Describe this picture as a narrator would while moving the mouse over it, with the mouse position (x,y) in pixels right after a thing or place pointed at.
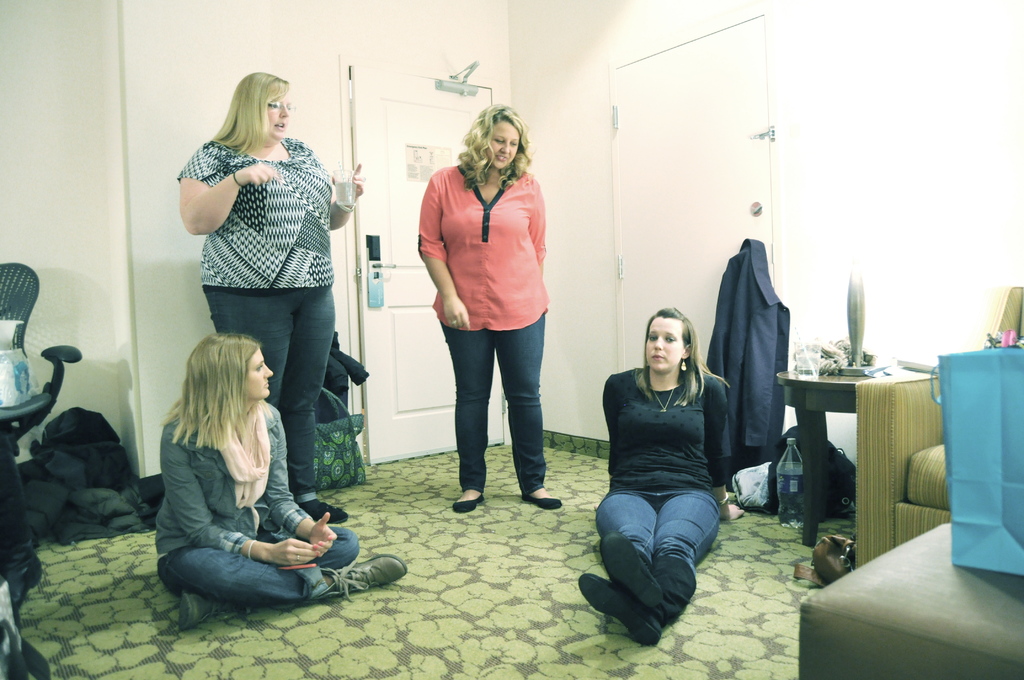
In the center of the image (517,349) we can see two ladies (505,374) standing. The lady (255,253) standing on the left (269,260) is holding a glass (341,204). At the bottom (296,553) there are two people (280,472) sitting and we can see sofas (877,516). There is a bag (1010,400) placed on the sofa (938,678). In the background (826,407) there is a table (820,404), bottle (785,476), chair (17,408) and doors (427,113). There is a jacket (746,270). At the bottom (429,652) there is a floor mat (429,652).
